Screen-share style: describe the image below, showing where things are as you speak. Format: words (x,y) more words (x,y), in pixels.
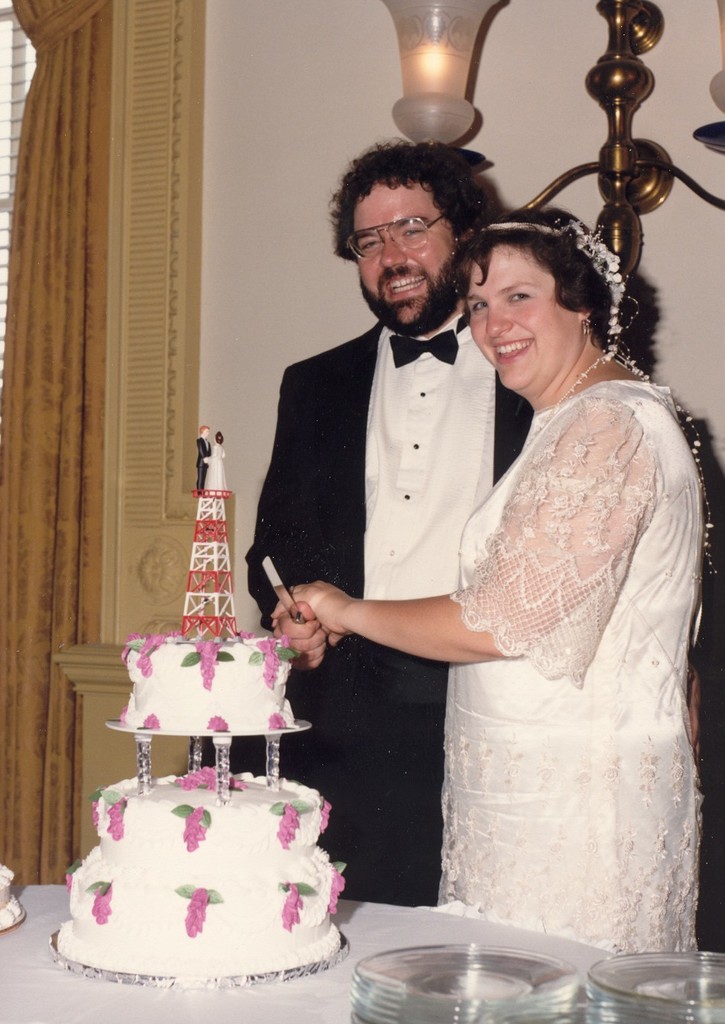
In this image I can see two people (458,583) with white and black color dresses (365,496). In-front of these people (344,576) I can see the cake (165,854) on the white color table (304,995). I can see these people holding the knife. In the background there is a lamp (444,53) and brown color curtain (49,60).
